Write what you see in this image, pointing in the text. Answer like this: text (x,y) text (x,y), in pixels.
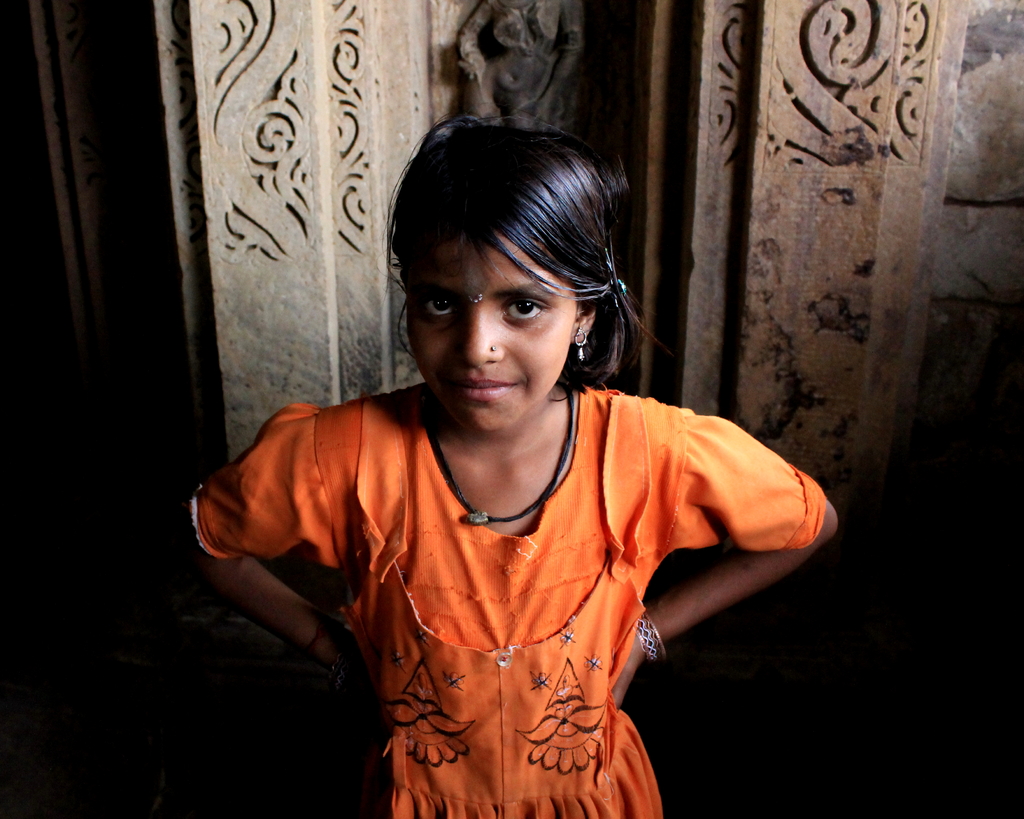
In this picture there is a girl (480,646) standing and at the back side (734,141) there is a wall (801,135).
